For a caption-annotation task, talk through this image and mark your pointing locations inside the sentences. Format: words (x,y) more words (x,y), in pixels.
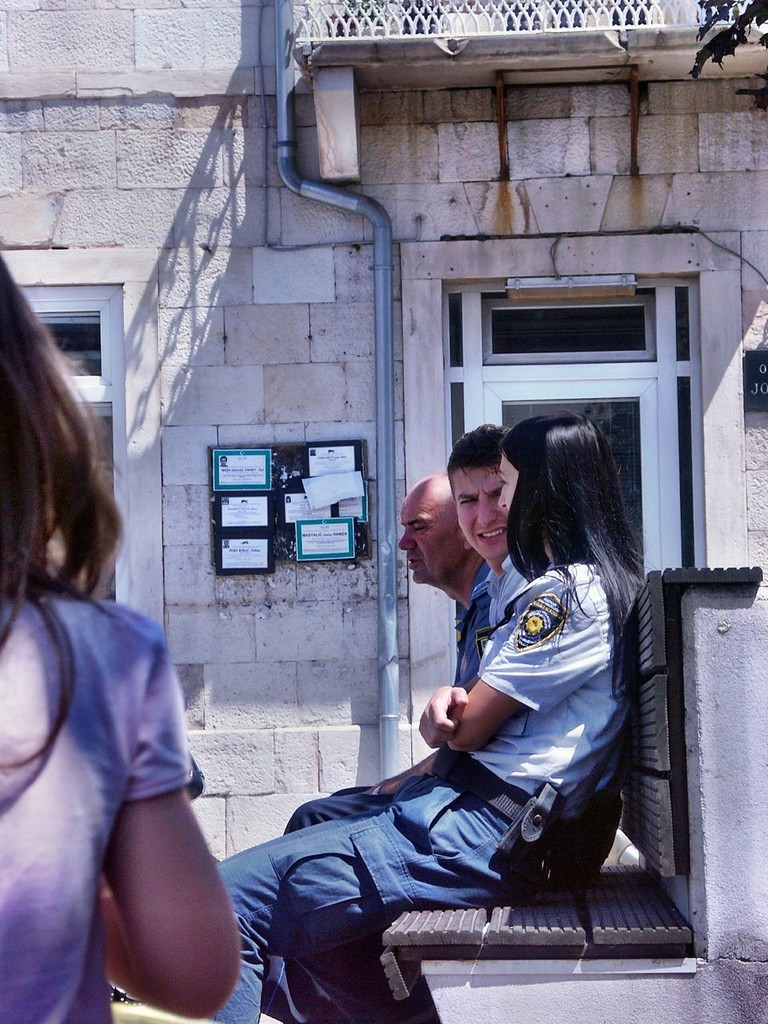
In the foreground of this image (134,743), on the left (62,738), there is a person (112,654). In the middle (490,546), there are three people (518,676) sitting on a bench (531,937). In the background (553,341), there is a door (590,377), pipe (384,284), wall (248,293), posters (270,485) on the wall (240,288) and it seems like a window (95,338) on the left (88,343).
